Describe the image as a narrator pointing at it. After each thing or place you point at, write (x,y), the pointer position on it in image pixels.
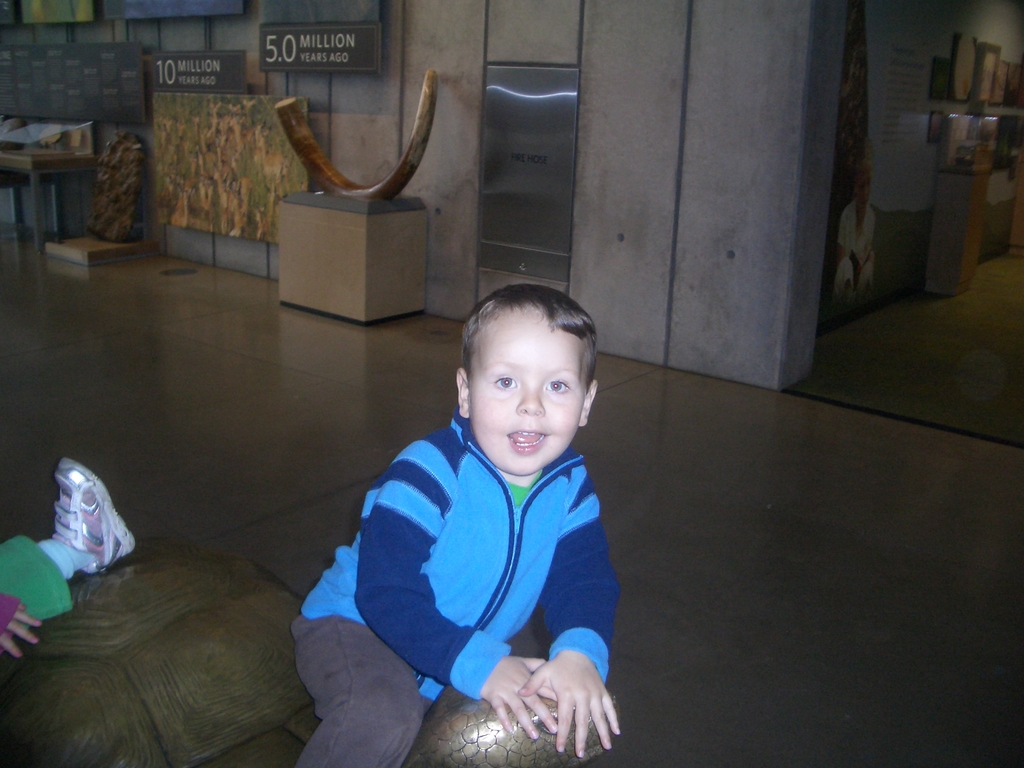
This image is taken inside a room (703,432). In the middle of the image (512,409) there is a boy (569,600) sitting on a toy tortoise (217,724). In the left side of the image (5,550) there is a child's leg (11,580). At the bottom of the image (894,623) there is a floor (808,468). At the background (31,13) there is a wall (461,94) with boards (233,123) and a text (214,82) on it.
